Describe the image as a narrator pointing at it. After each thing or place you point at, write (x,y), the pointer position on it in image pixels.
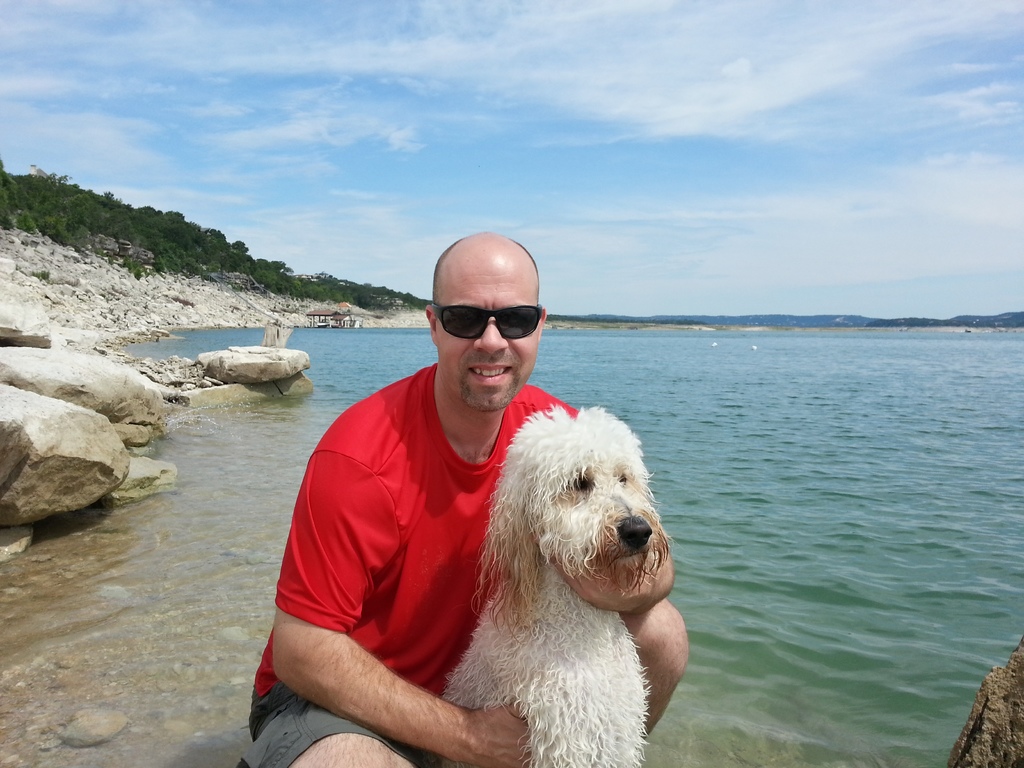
In this image there is a person (474,454) wearing a red top (472,466) is holding a dog (566,552). He is wearing goggles (473,319). Left side (27,456) there are rocks (207,298). Behind there are trees (181,238). Right side (1006,452) there is a lake (979,469). Behind there are hills (1011,312). Top of the image (610,184) there is sky (701,84) with some clouds (676,117).
